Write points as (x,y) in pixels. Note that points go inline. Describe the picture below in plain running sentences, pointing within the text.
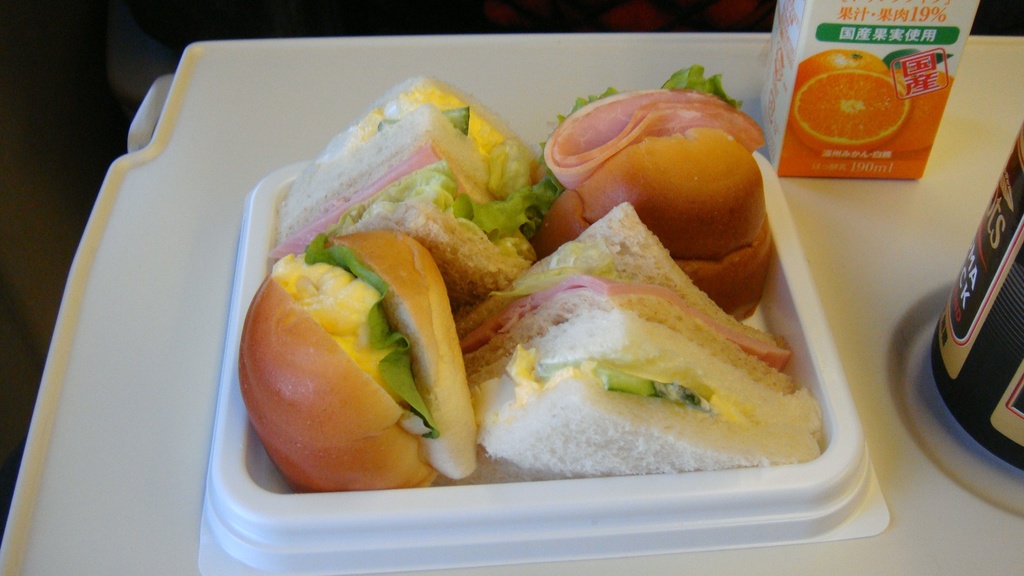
On this table (901,191) there is a food packet (867,10), bottle (1020,155) and food (746,437). Background it is dark.
